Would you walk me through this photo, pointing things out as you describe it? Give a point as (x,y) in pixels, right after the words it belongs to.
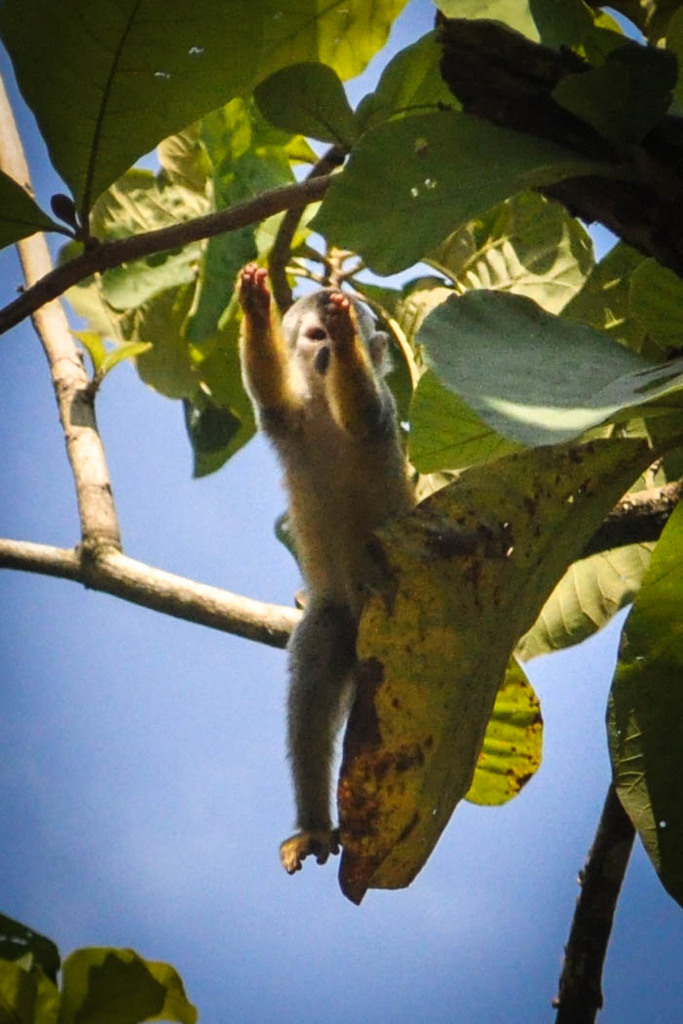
In the center of the image (340,406) we can see monkey (334,535) on the tree (437,735). In the background (233,788) we can see sky (124,778).
